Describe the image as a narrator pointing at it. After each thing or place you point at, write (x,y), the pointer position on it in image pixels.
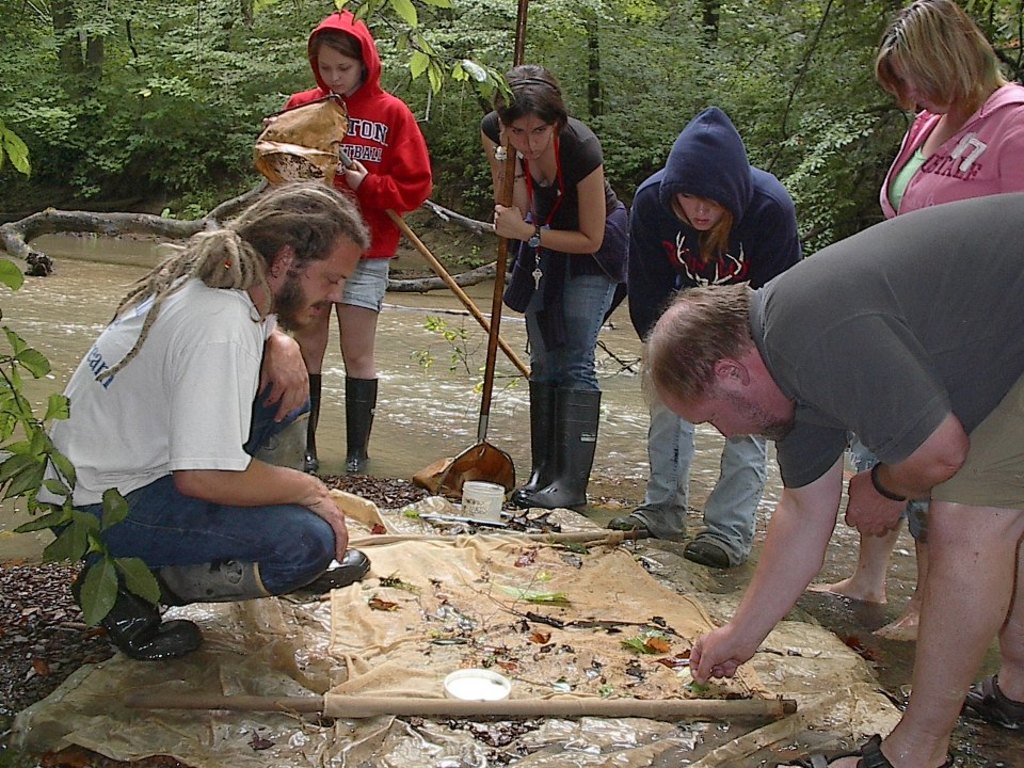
In this picture we can see some people (521,288) in the front (772,282), at the bottom (543,630) there is a cloth (456,587), there are some things (516,636) present on the cloth (477,620), in the background (769,30) we can see trees (400,6), there is water (79,257) and wood (20,238) in the middle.
